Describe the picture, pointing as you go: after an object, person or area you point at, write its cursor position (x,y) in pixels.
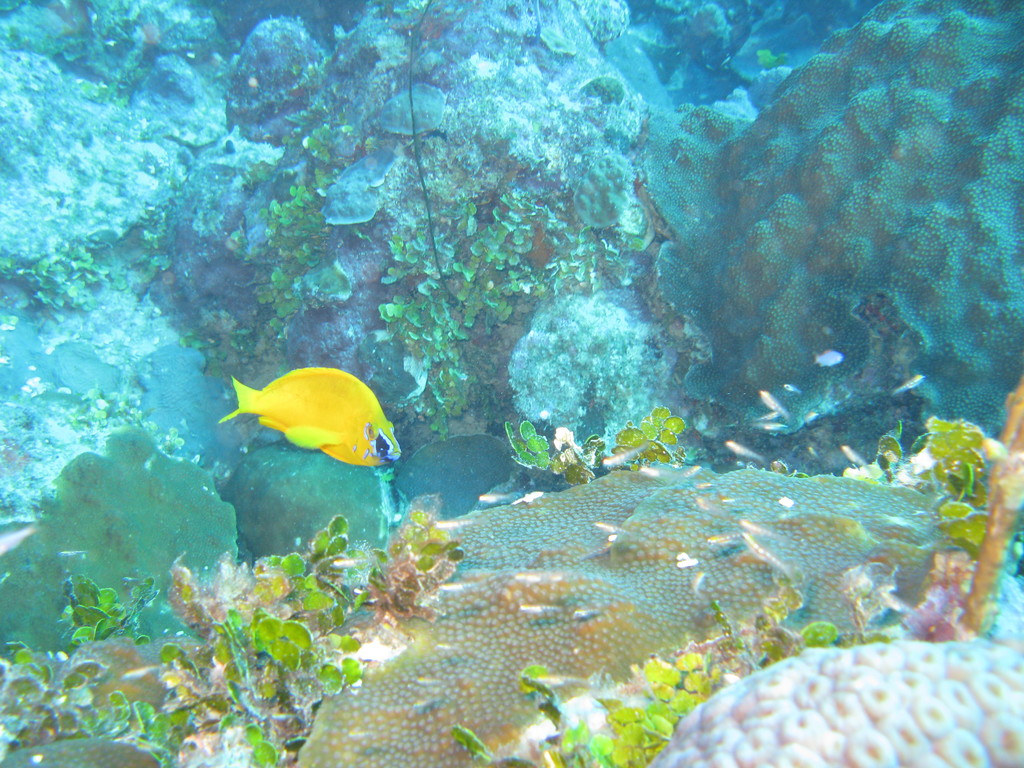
There is a yellow color fish (316,375), plants (231,634) and rocks (540,98) in the water (519,259).
